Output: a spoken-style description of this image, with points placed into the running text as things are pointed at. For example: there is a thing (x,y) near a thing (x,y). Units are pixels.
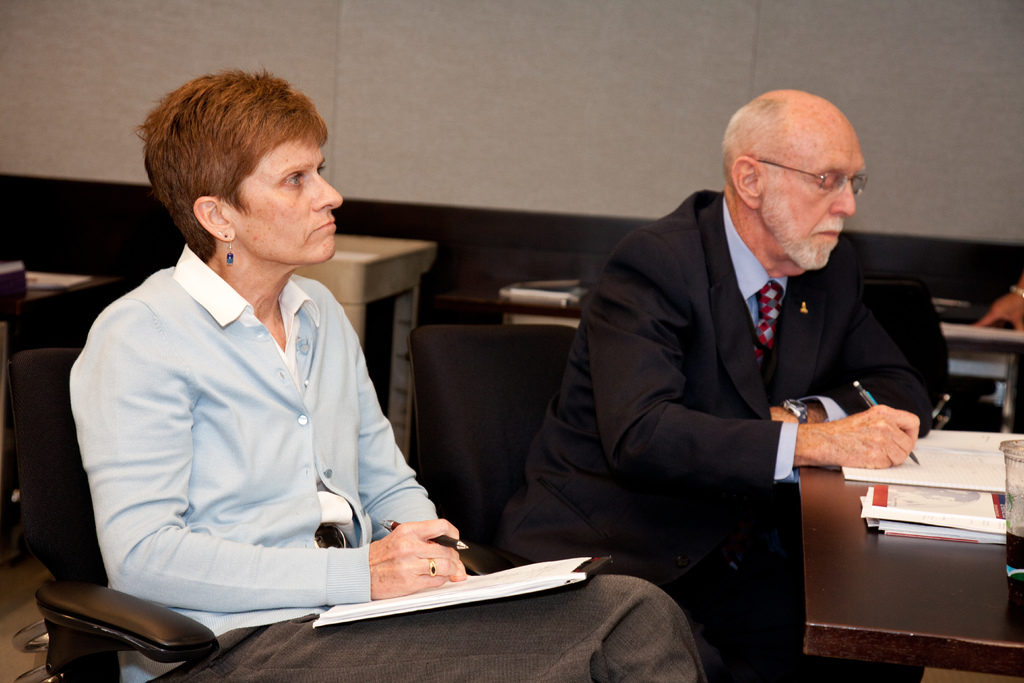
on the background (513,42) we can see a wall (560,54). Here we can see two persons (839,272) sitting on the chairs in front of a table (902,557) by holding papers (577,578) and pen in their hands (391,577). Here on the table (981,563) we can see glass (1006,546) and books (937,530).
